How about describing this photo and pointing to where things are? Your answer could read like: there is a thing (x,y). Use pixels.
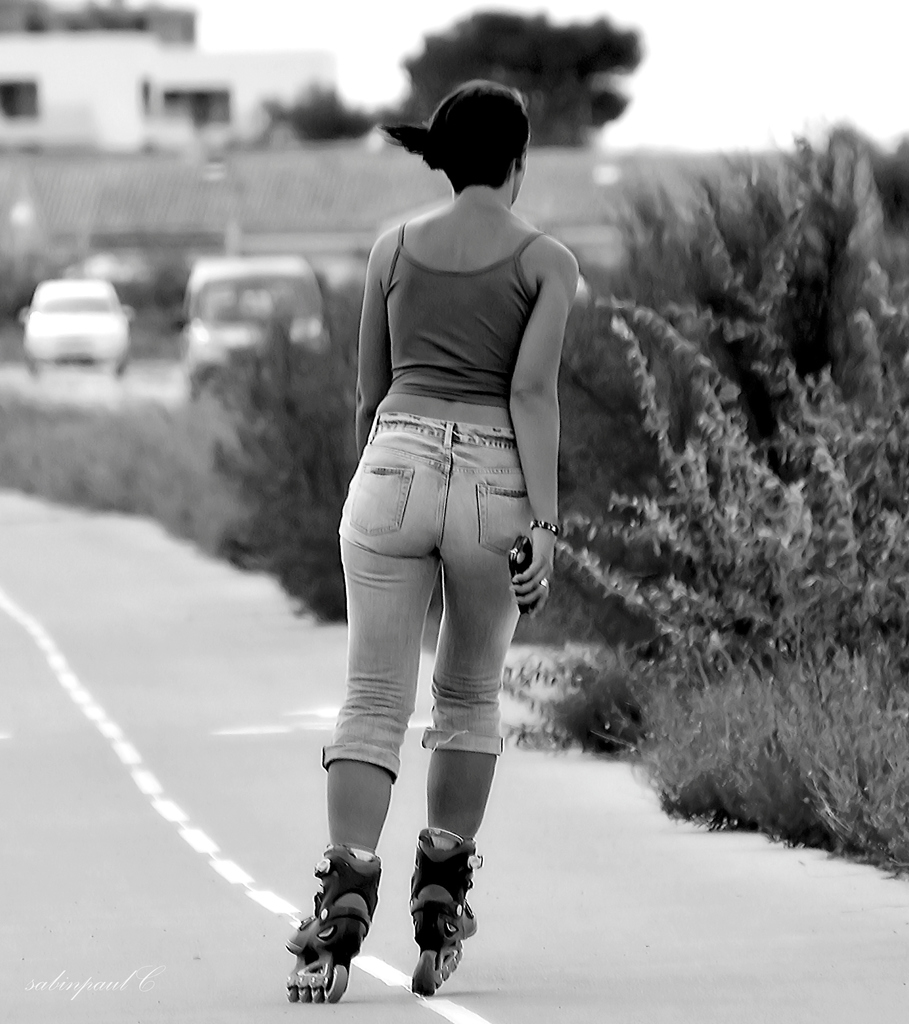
This is an edited image. In the foreground of the picture (394,523) there is a woman (430,768) skating on the road (129,653). On the right (807,687) there are shrubs (823,602) and plants (661,271). The background (10,262) is blurred. In the background (296,233) there are plants (145,280), crop (147,407), vehicles (197,298), building (41,87) and trees (527,77).
